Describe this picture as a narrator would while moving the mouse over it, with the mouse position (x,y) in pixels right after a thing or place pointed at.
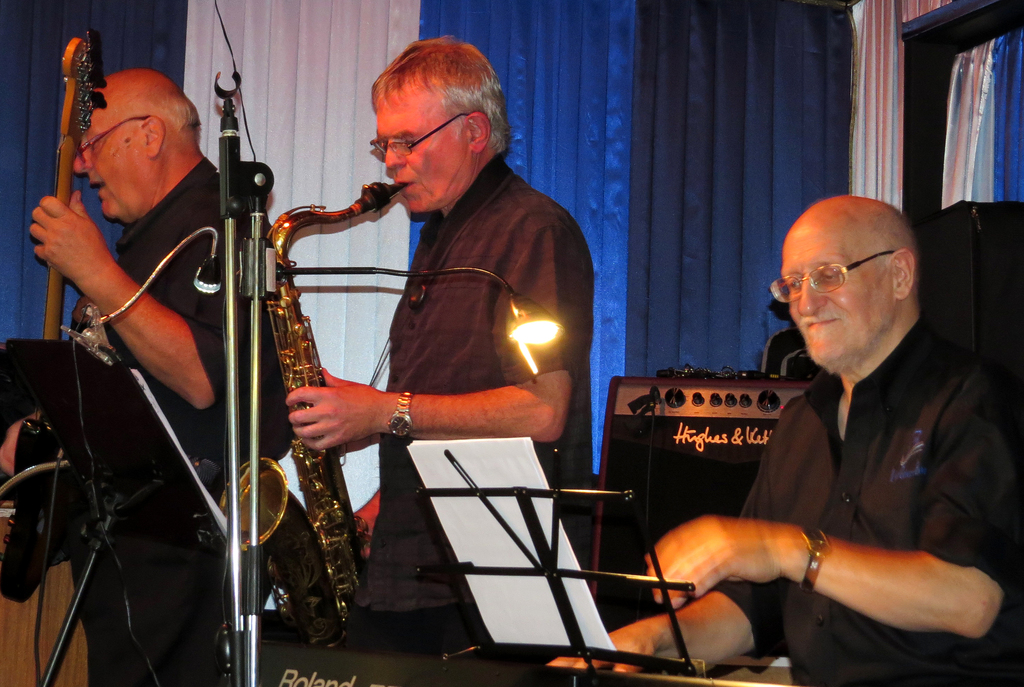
In this image we can see musical Instruments (304,326) playing by musicians (163,159). There are colorful curtains (753,208) in the background (654,266).
